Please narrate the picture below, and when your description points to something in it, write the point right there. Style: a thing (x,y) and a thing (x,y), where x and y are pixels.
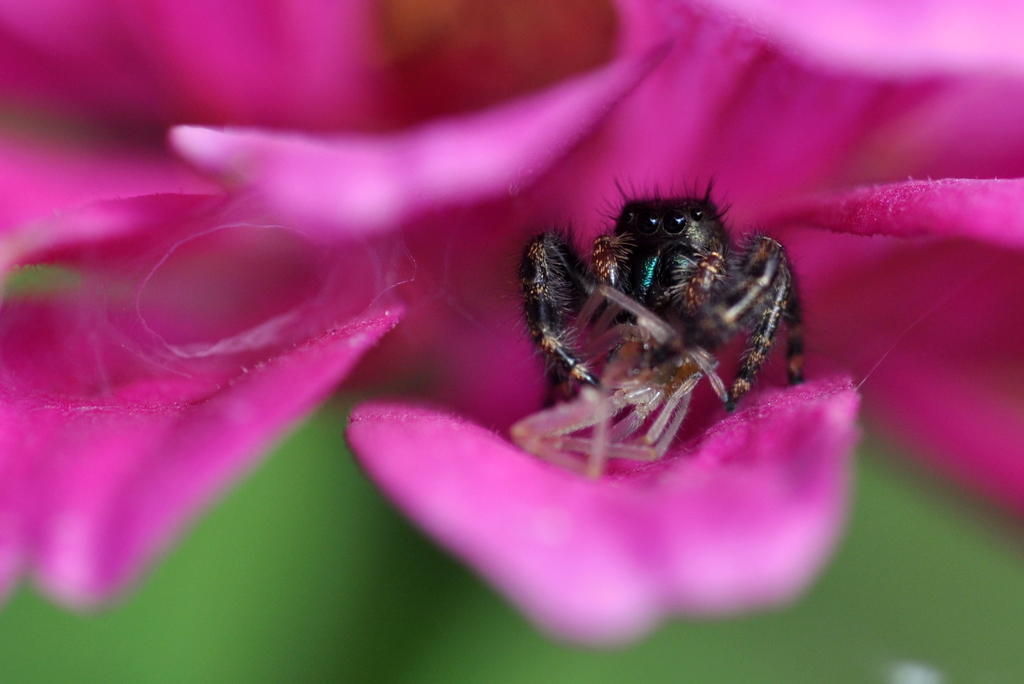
In the foreground of this image (697,406), there is an insect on a flower petal (563,542) and the background (365,627) image is blur.
